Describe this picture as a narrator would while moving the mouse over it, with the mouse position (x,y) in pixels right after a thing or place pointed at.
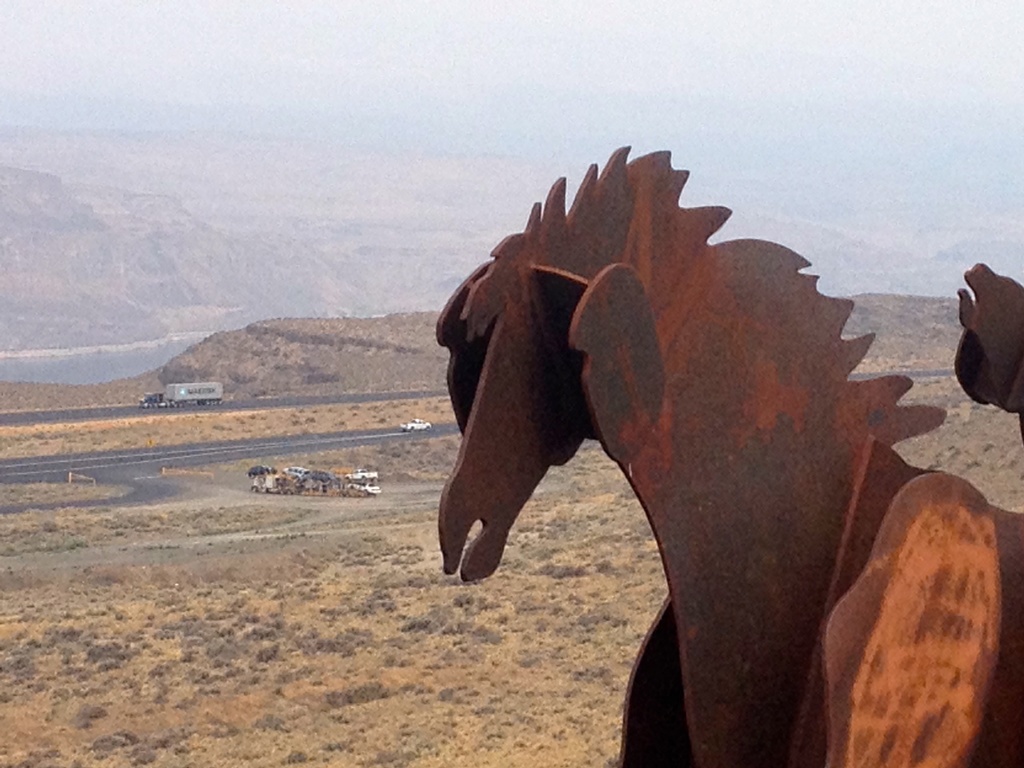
As we can see in the image there are hills (366,203), vehicles (199,399), road (211,408), and horse statues (788,446) and at the top (554,41) there is sky (554,41).
